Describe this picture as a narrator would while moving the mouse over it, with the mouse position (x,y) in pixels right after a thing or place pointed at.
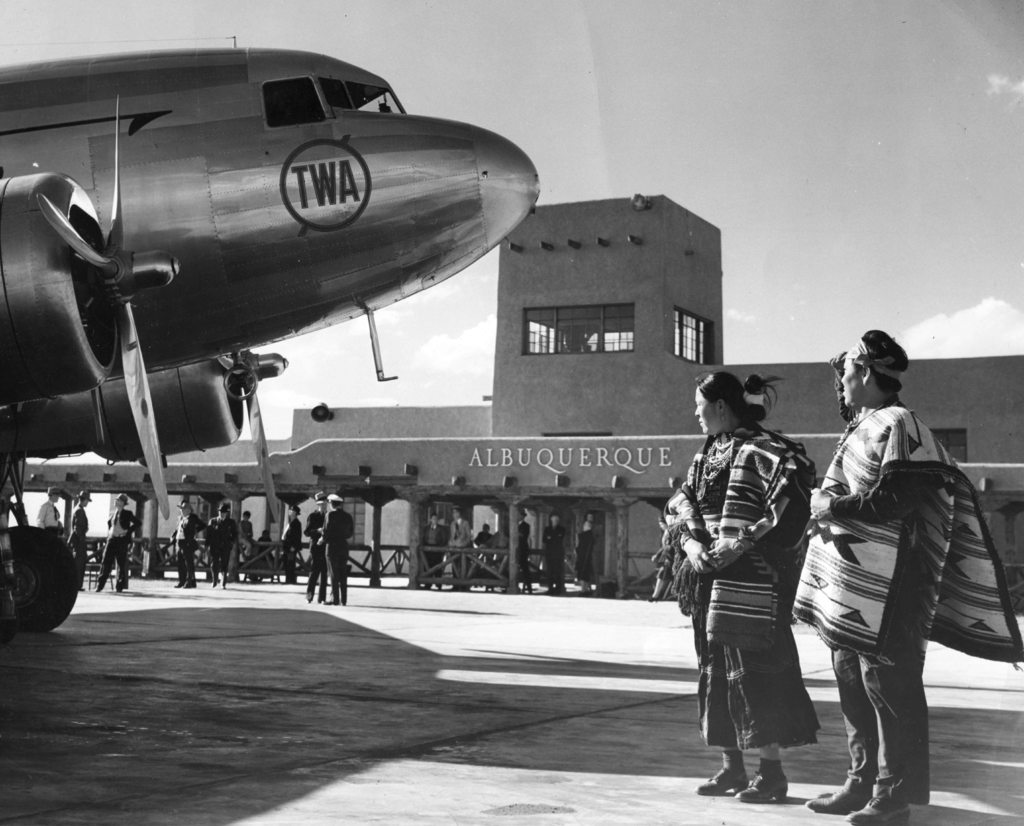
On the right side of the image (792,522) two persons (786,528) are standing. On the left side of the image (153,192) an aeroplane (209,222) and some persons (182,531) are there. In the center of the image (560,411) a building (453,408) is present. At the top of the image (763,119) sky (656,152) is there. At the bottom of the image (489,748) ground (498,736) is there.
